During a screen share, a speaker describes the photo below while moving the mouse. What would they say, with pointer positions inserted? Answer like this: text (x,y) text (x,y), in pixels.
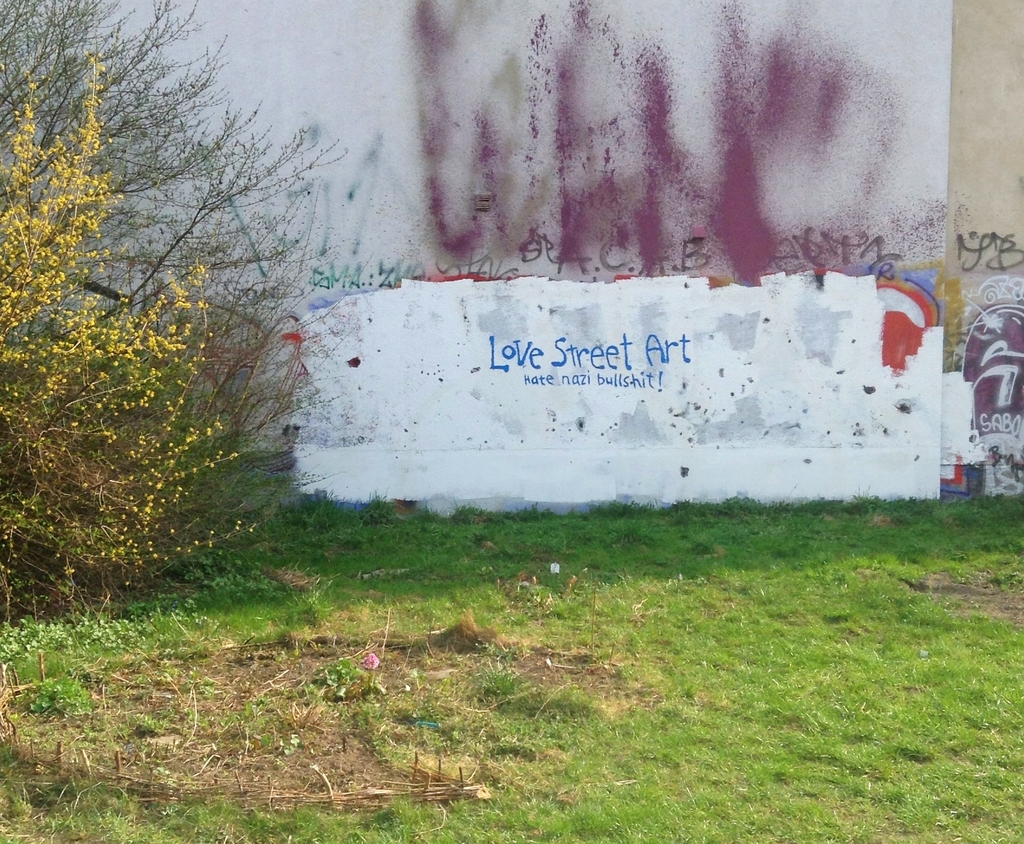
In the image there is a wall (414,121) with graffiti painting (802,122) on it with a plant (145,301) on the left side (144,498) on the grassland (550,599).
